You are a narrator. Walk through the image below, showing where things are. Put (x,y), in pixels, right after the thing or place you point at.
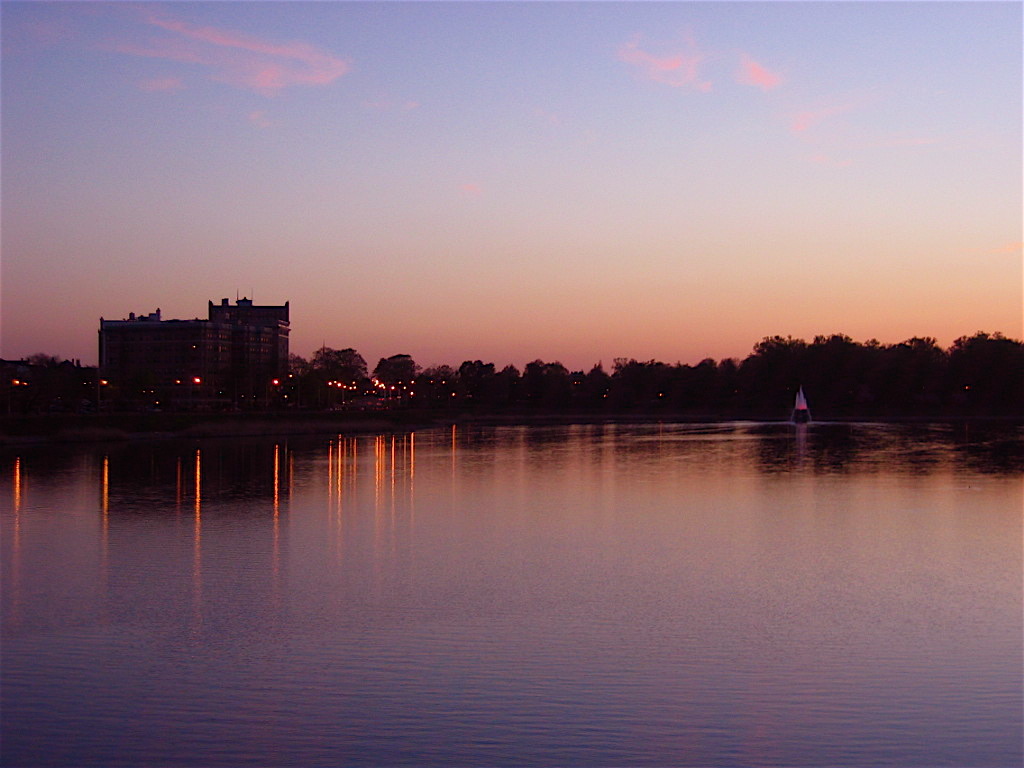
This image is taken outdoors. At the top of the image (284,103) there is the sky (523,133) with clouds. At the bottom of the image (638,615) there is a river (754,603) with water (476,594). In the background (305,396) there are many trees (493,388) and plants (754,372) and there are a few buildings (207,339) and there are a few lights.
